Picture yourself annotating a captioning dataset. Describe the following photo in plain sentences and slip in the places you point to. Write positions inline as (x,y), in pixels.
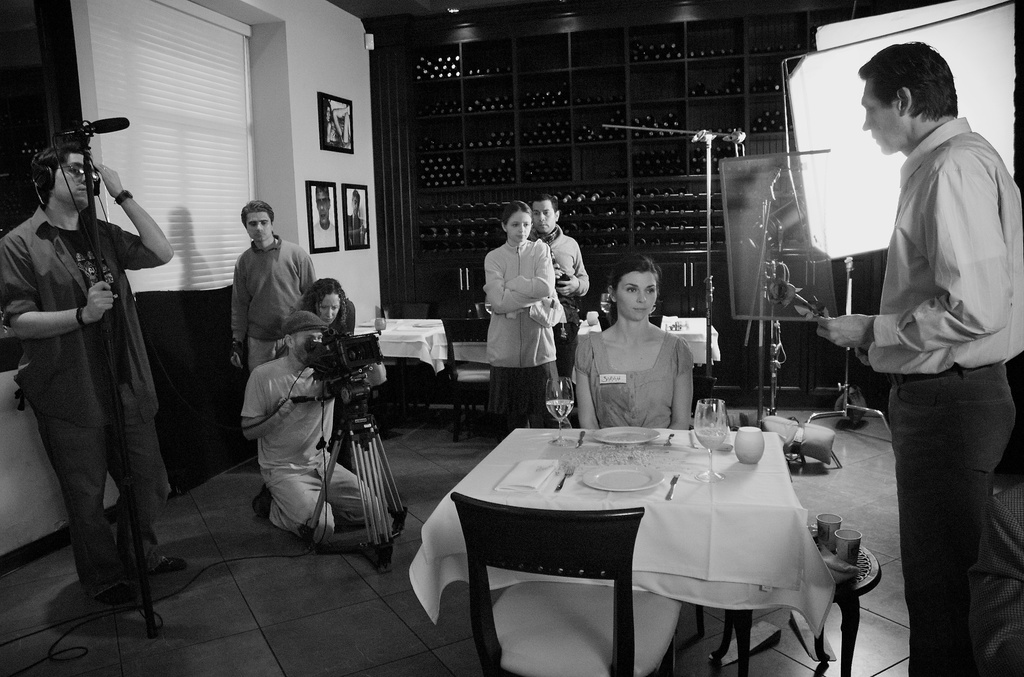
This image consists of many people (552,271). It looks like there is a movie being shot on the camera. On the right (944,431), there is a man (909,316) standing. In the middle (573,438), there is a table (494,574), on which there are plates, forks (667,444) and glasses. And a woman (590,390) sitting near the table (679,456). On the left (278,464), there are two persons (42,409) operating the camera (322,367). In the background (348,131), we can see the racks (416,131) and frames (330,243) fixed on the walls (276,182). On the right (841,146), there is a screen (833,222). At the bottom (297,641), there is a floor (300,639).
